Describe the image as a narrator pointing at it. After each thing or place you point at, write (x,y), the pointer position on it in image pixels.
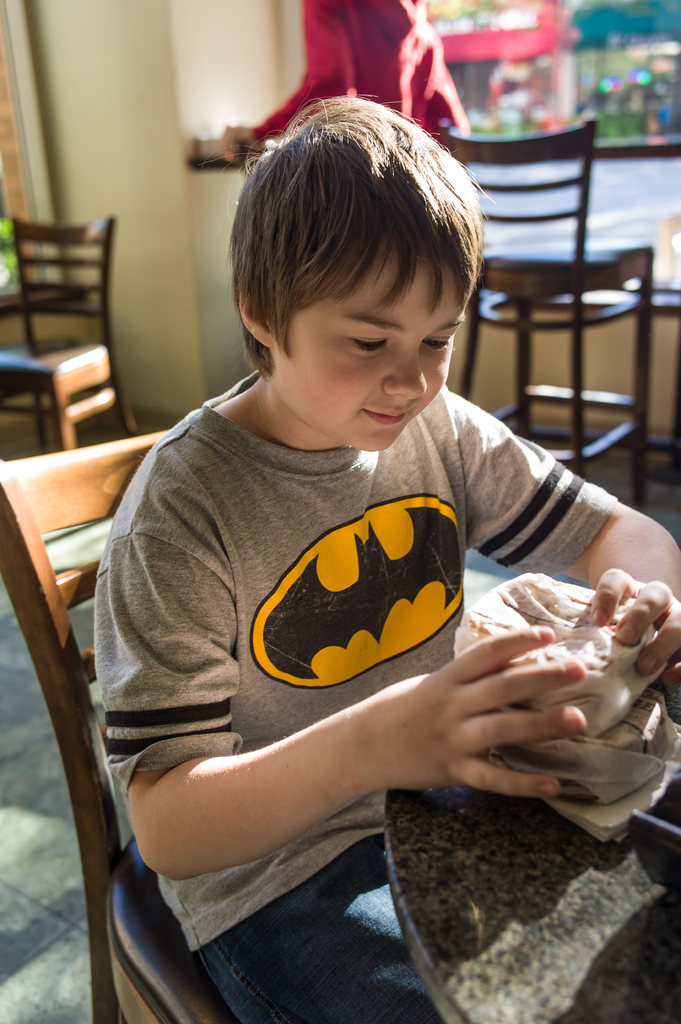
In this picture we can see a boy (122,739) sitting on a chair (29,583) and smiling and in front of him we can see a table (458,889) and in the background (655,289) we can see chairs (25,287) and it is blurry.
